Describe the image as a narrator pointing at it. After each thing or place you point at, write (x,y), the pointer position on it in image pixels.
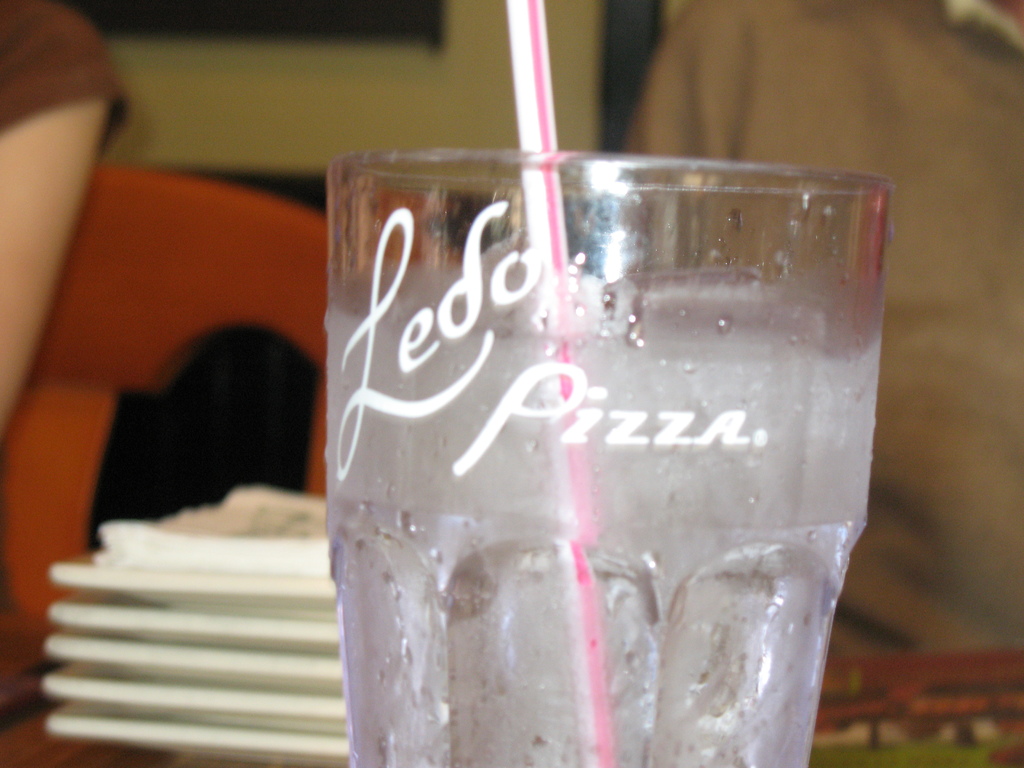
In this image I see a glass (587,267) over here and I see a straw (521,104) in it and I see something is written over here and it is blurred in the background (896,378) and I see the white color things (202,638) over here.
